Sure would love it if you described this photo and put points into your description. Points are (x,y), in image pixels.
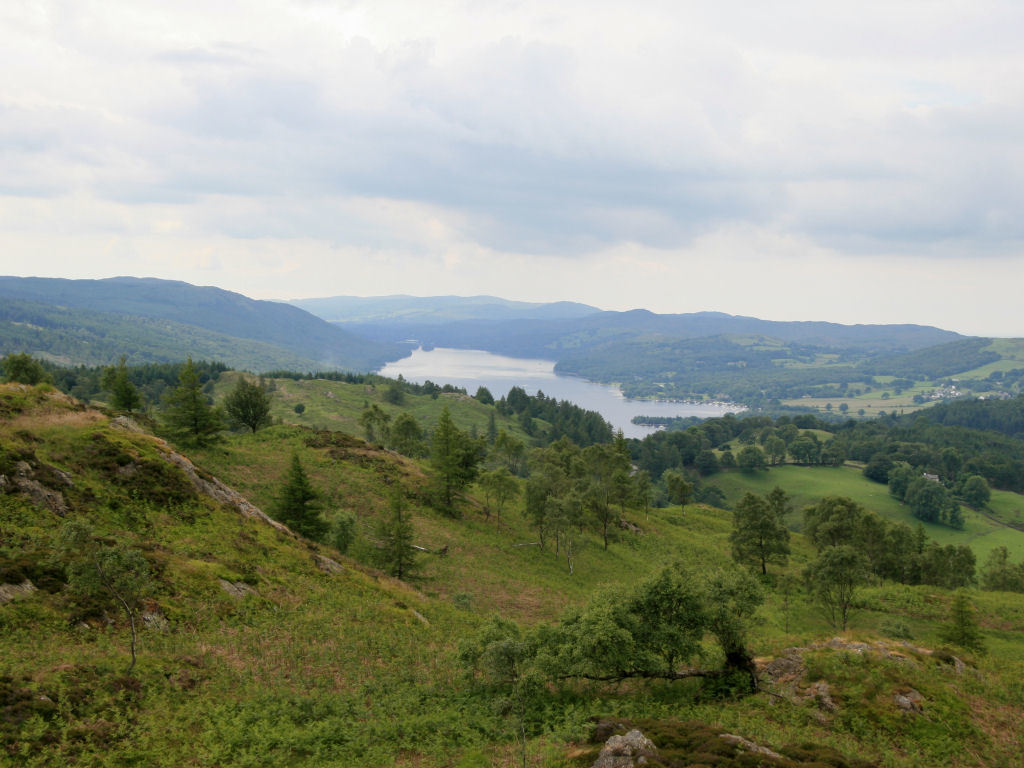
In the picture I can see trees (452,488), the grass (584,580) and the water (480,383). In the background (378,315) I can see hills (430,307) and the sky (366,142).
